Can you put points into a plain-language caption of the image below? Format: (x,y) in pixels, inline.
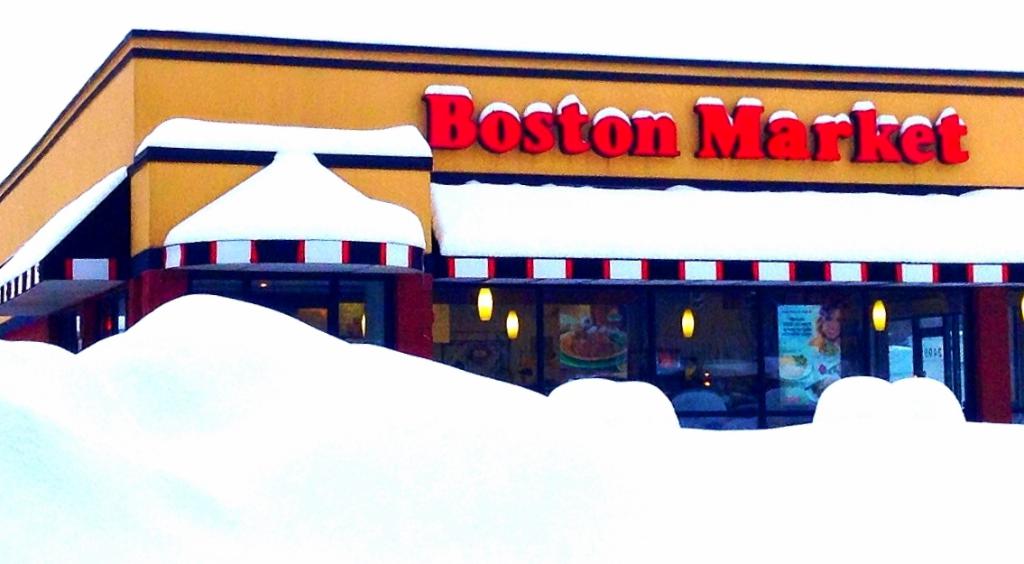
In this picture we can see a store (718,127), there is some text (669,127) in the middle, we can see some glasses (864,321) at the bottom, there are posters (790,335) pasted on these glasses (723,334), we can also see lights (874,312).
